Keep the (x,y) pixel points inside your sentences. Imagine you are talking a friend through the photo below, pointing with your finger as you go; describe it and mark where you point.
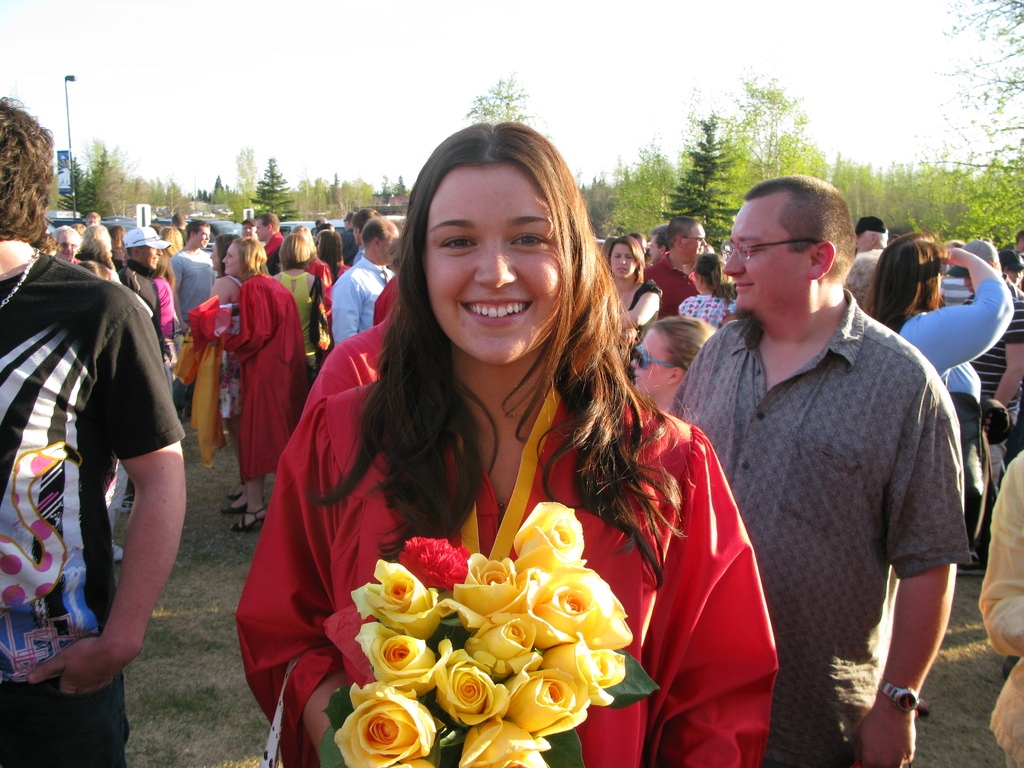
In the image there is a lady (353,539) standing and holding the yellow roses (474,646) in her hand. She is smiling. Behind her there are many people (167,285) standing. In the background (66,187) there is a pole (69,171) with sign board (59,159) and also there are trees (93,170). At the top of the image (264,78) there is a sky (235,18).
